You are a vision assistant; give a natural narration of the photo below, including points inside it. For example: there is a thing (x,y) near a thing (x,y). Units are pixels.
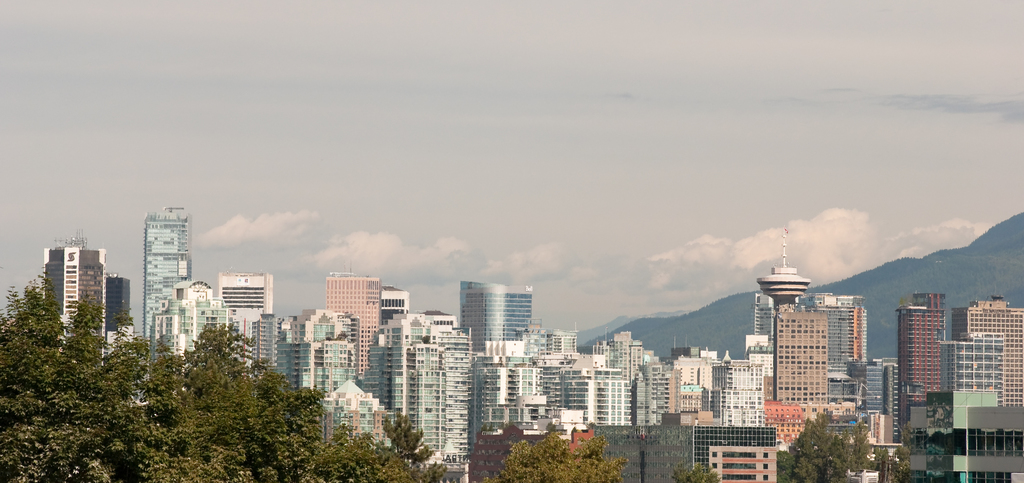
In this image, we can see there are buildings (241,290), trees (828,440) and mountains (696,319) on the ground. And there are clouds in the sky (186,102).
